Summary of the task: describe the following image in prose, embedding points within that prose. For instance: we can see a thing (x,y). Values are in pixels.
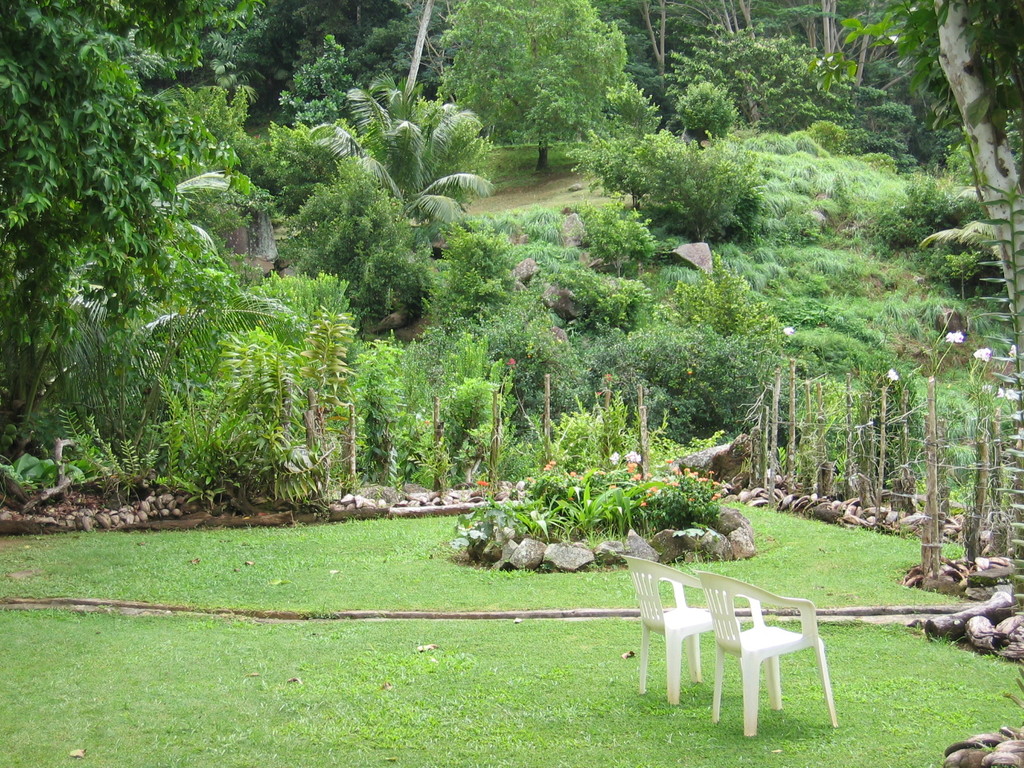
In this image we can see some chairs (642,689) placed on the ground (639,696). We can also see some grass (812,710), a group of plants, some wooden poles (932,561), flowers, some stones (945,316) and a group of trees (743,126).
